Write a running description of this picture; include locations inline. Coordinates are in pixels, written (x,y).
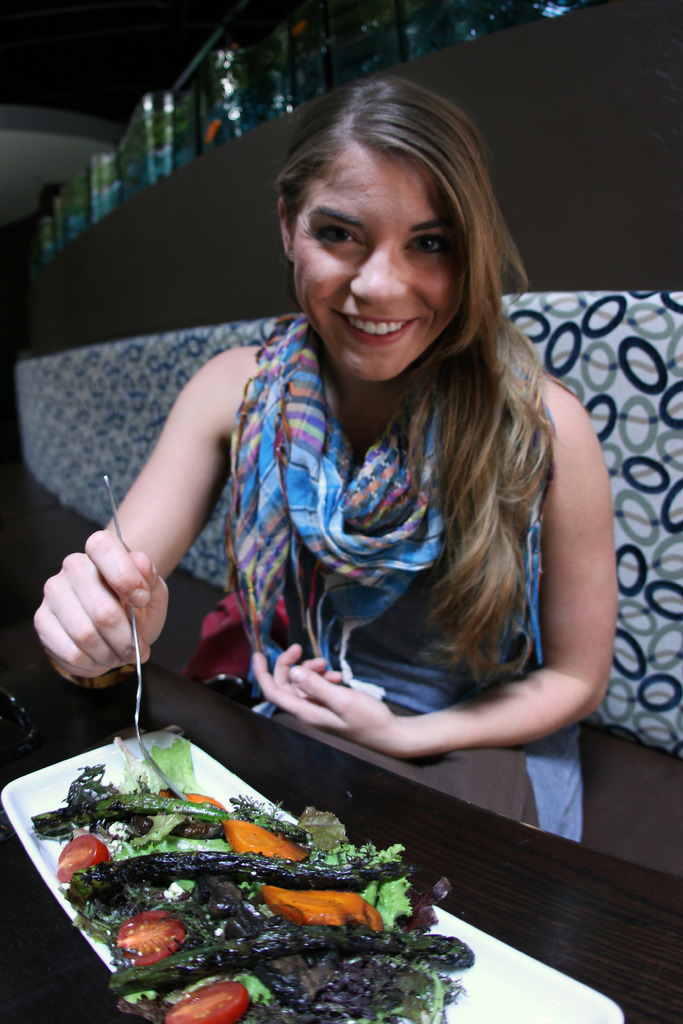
In this image I can see a person (350,611) sitting and holding a fork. The person (388,659) is wearing blue color scarf (434,500), in front (214,1009) I can see food (140,903) in the plate (507,1003) and the plate (497,1007) is in white color.
